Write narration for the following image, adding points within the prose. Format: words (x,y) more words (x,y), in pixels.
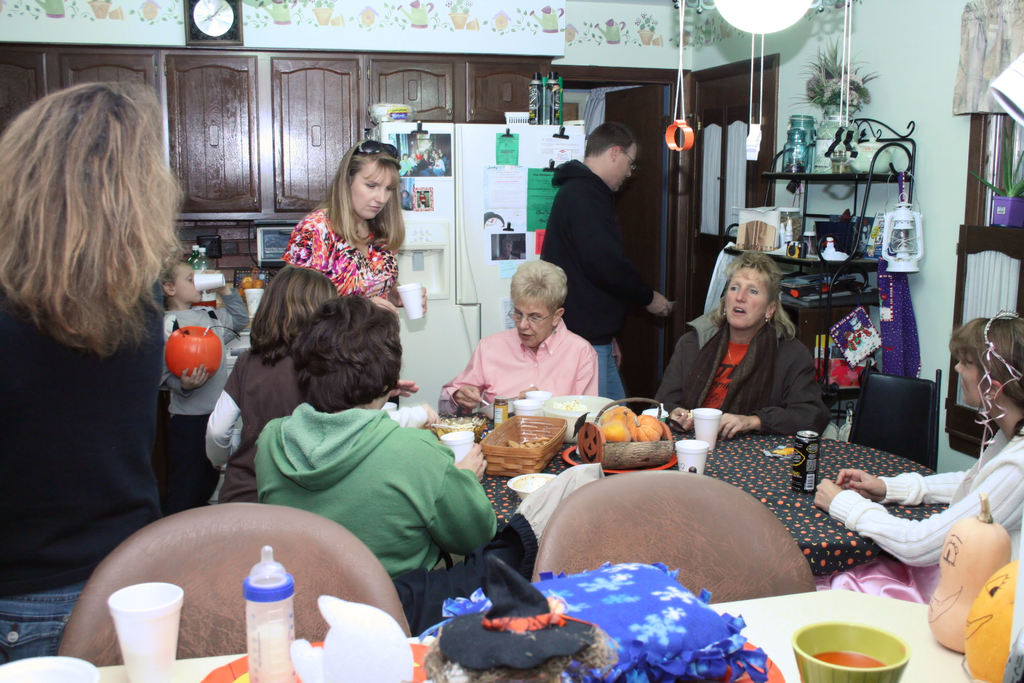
In this picture in the front (608,637) there is a table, on the table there is a bottle (254,642), there are glasses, clothes (710,653), there are objects (954,628) which are yellow and pink in colour and there is a bowl (837,657), there are empty chairs (670,517). In the center (495,392) there are persons (488,381) standing and sitting, there is a table (784,440) and on the table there is a bottle (504,422), there are glasses (469,437), fruits (624,425), there is a basket (563,440) and there is an empty chair (898,406). In the background (465,235) there is a refrigerator (473,225) and on the refrigerator (477,180) there are posters (421,163), there is a wardrobe (275,128) and there are lights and there is a clock (234,33). On the right side (844,174) there is a stand (840,266) and on the stand (824,235) there are objects (837,239), under the wardrobe (240,207) there are objects (239,279) which are white and yellow in colour.
